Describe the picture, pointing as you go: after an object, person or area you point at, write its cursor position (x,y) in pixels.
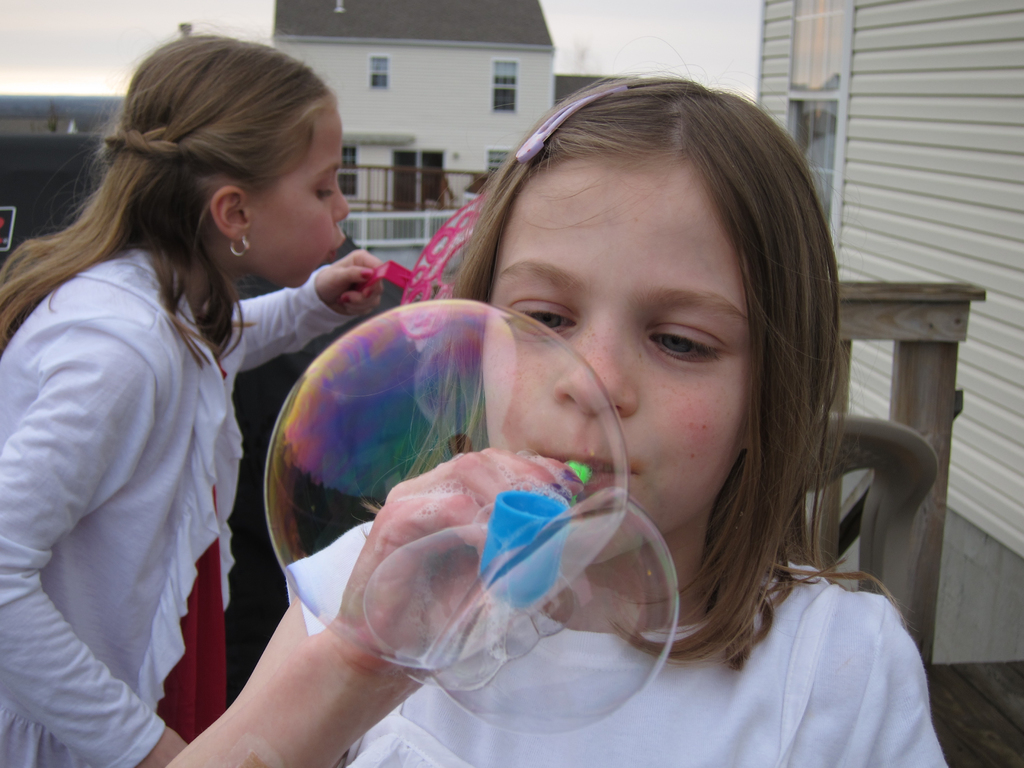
In this image a girl (701,616) wearing a white top (848,689) is holding a pipe (506,560) from which few water bubbles (442,622) are coming out. Left side (68,657) there is a girl (97,512) wearing white top (126,495) is holding an object (393,272) and blowing the air with her mouth (339,242). Behind them there are few buildings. Top of image (656,33) there is sky (642,11).
